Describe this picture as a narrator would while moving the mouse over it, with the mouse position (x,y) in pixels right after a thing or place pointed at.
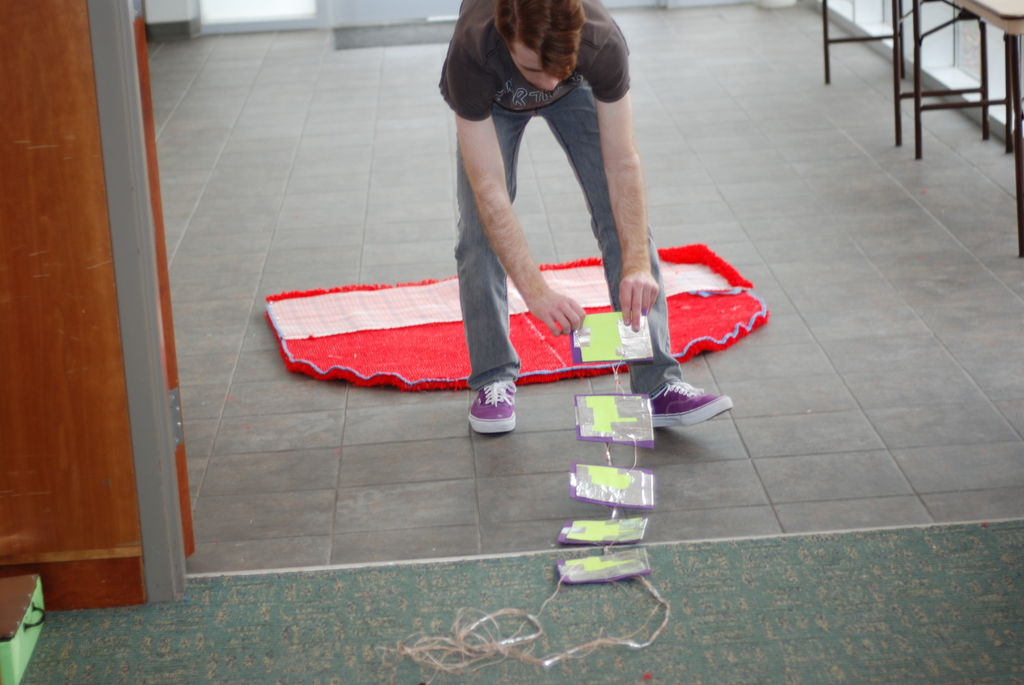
Here I can see a person (476,133) bending and holding a cardboard (605,361) which is attached to a thread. At the back of him there is a red color mat (691,336) on the floor (788,329). At the top right-hand corner (920,37) there are two tables (900,43). On the left side (68,336) there is a wooden plank (63,513) and also a box (13,626) placed on the floor (179,639).
